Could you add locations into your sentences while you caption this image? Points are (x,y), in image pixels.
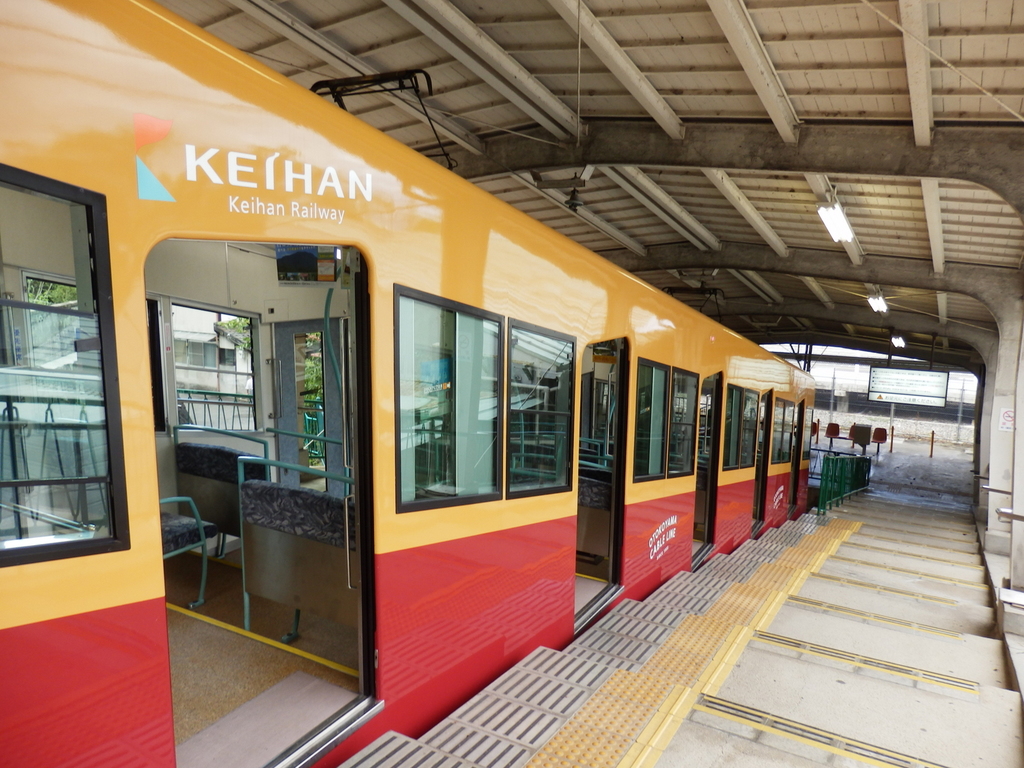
This is the picture of a place where we have a train (432,547) in which there are some seats (176,553) and to the side there are some staircase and also we can see some lights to the roof (641,193).
